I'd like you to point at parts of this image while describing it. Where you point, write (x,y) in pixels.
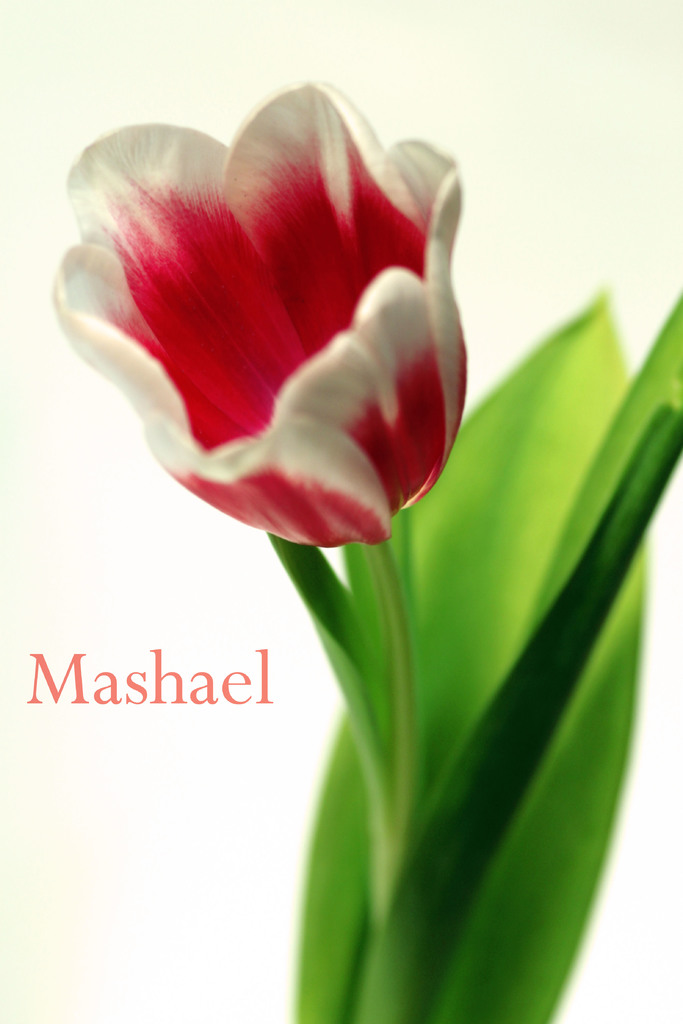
Here we can see a flower (326,458) and leaves (564,534) and on the left (153,677) there is a text (159,670).
